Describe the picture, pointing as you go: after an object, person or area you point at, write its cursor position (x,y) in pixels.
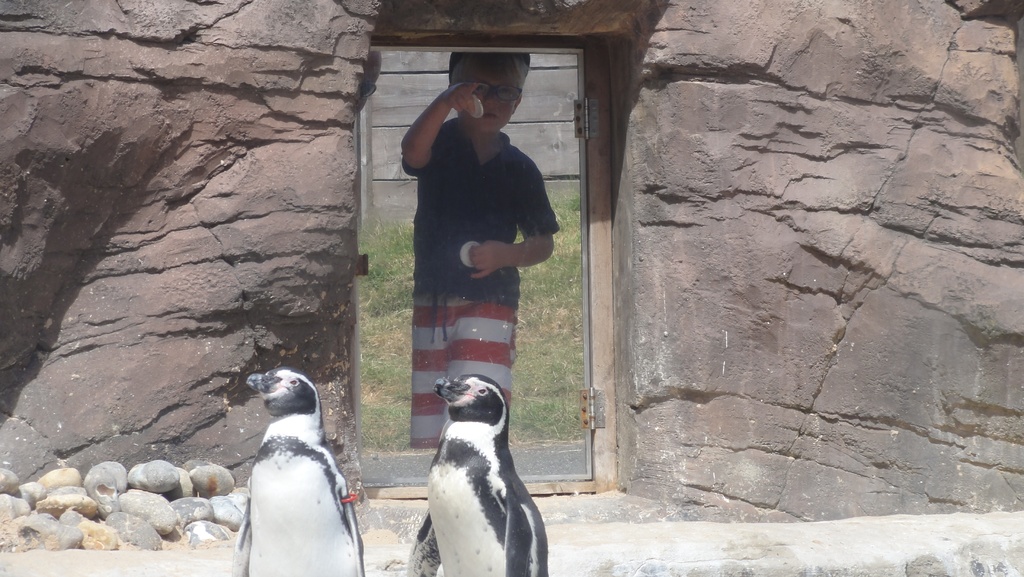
In this image I can see two animals (474,530) which are white and black in color and few stones (149,518). In the background (209,188) I can see a huge rock (946,182), the glass door (475,206) and through the door (470,279) I can see a child (457,215) wearing black, red and white colored dress (466,216), some grass (408,294) and the wooden surface (405,126).
